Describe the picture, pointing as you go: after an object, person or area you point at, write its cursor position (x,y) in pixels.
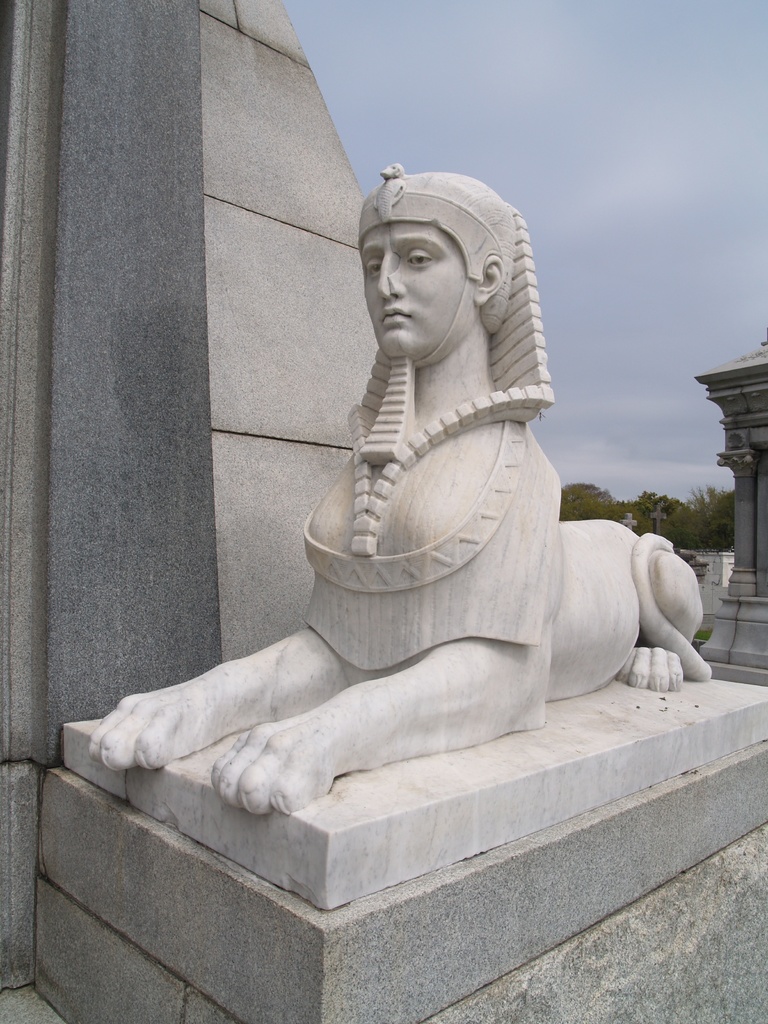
In this picture there is a statue (465,379) in the foreground (338,508). At the back (746,535) there are trees (622,505) and there might be a building (767,661). At the top (584,106) there is sky (654,93).
